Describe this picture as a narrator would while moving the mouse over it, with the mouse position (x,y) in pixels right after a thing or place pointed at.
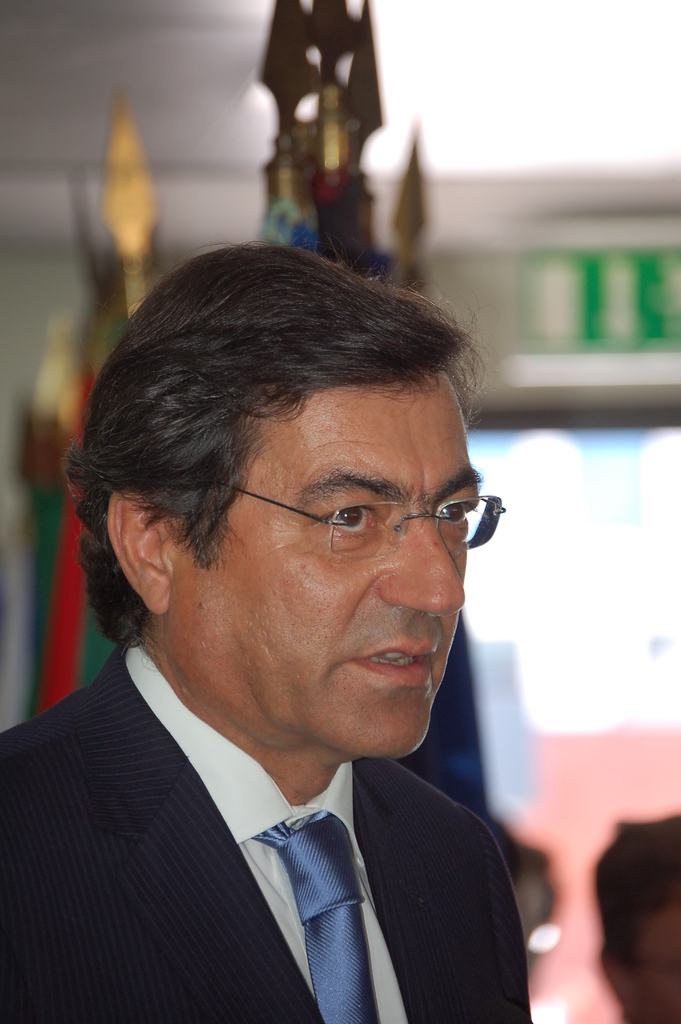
In this image we can see a man (298,612). In the bottom right (619,941) we can see another person (619,941). There are few objects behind the man (398,471). The background of the image (14,169) is blurred.
